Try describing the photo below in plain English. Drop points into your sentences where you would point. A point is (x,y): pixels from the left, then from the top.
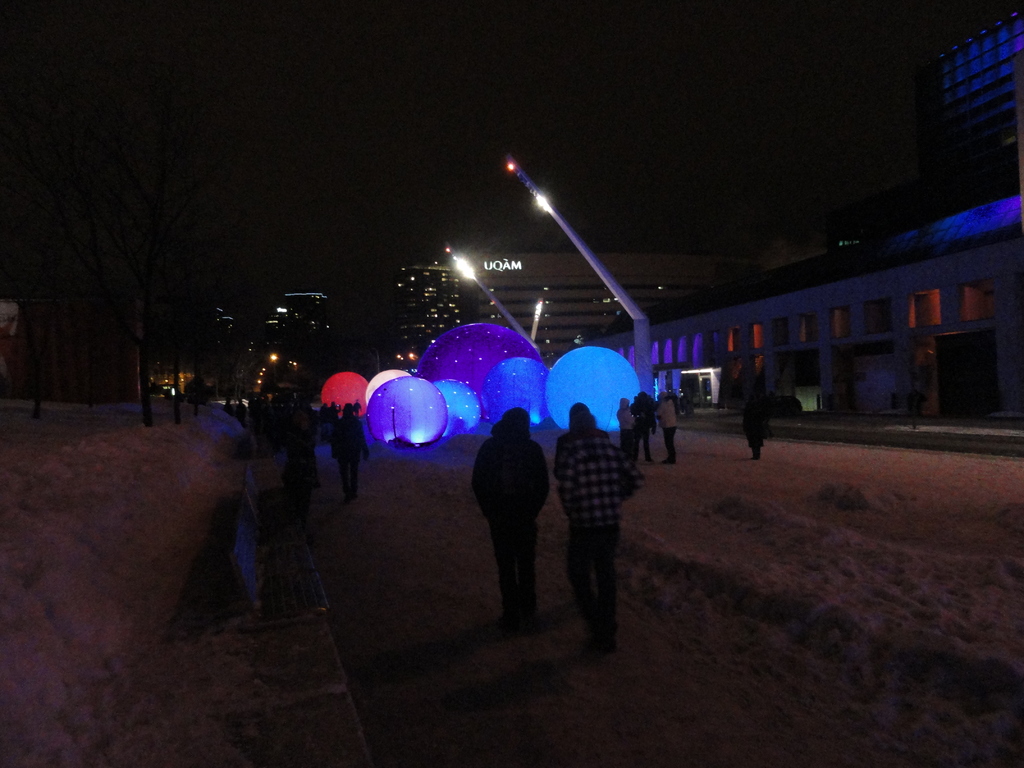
In this picture there are people (295,421) and we can see colorful balloons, buildings (898,287), poles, lights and trees (33,386). In the background of the image (338,211) it is dark.
